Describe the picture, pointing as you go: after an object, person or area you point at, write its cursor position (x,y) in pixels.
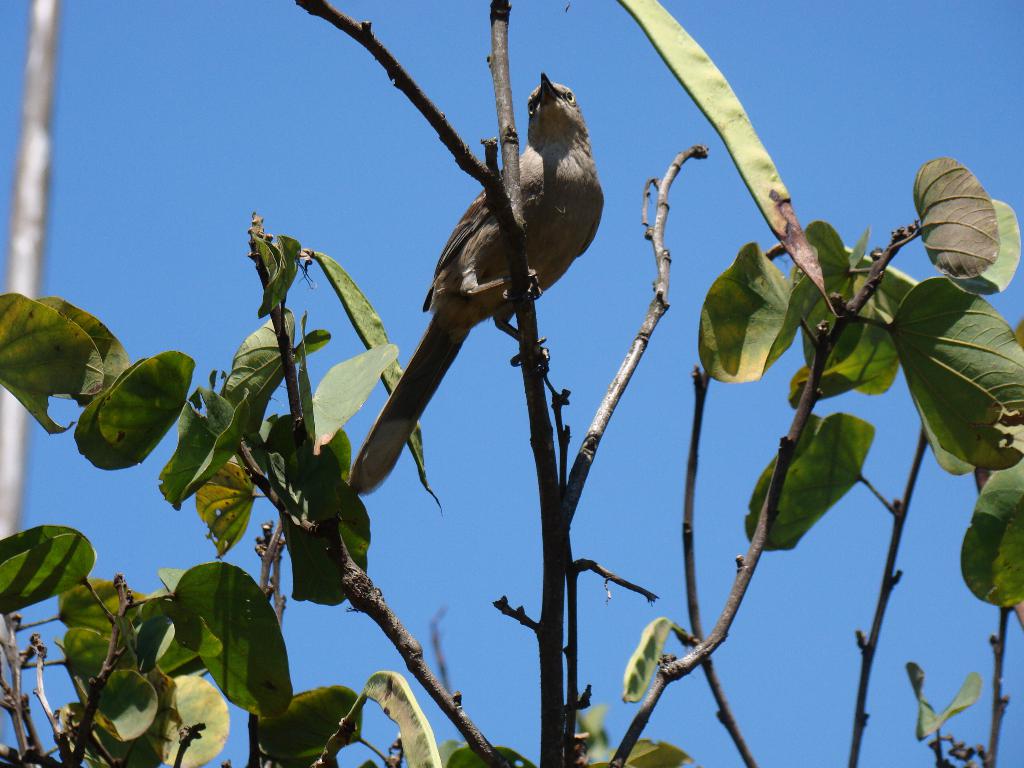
In this picture there is a bird (555,251) standing on the stem (526,265) of a tree (519,253) and there are few leaves (351,366) beside it.
